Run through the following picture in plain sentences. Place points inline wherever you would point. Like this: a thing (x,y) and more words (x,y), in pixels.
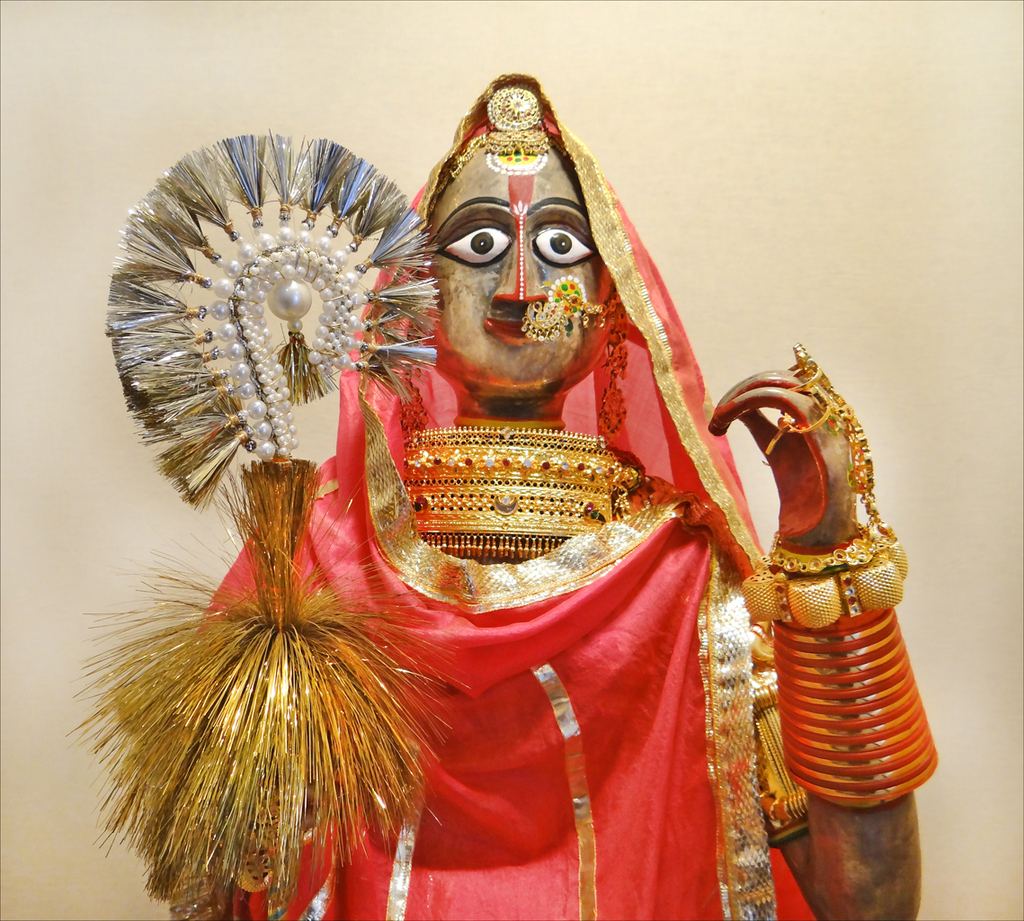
In this picture we can see a statue (518,183), red cloth (521,623), ornaments (536,322), bangles (793,611) and some objects (231,793) and in the background (435,66) we can see the wall (898,164).
